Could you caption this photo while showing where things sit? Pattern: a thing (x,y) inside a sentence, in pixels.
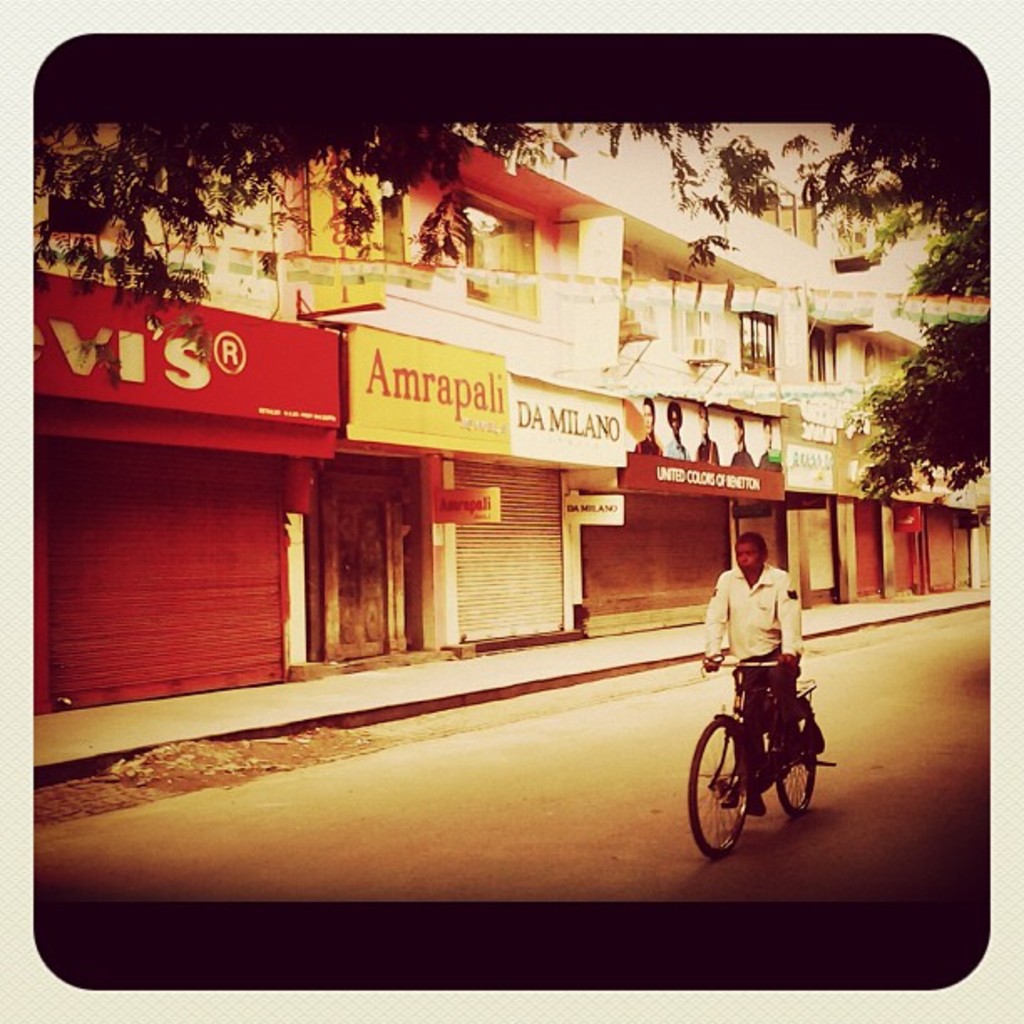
In this image we can see a person (754,659) riding a bicycle (761,714). In the background (342,560) there are buildings (640,589) and boards (439,413). At the top (290,147) there are trees (928,202) and we can see flags (360,280).
